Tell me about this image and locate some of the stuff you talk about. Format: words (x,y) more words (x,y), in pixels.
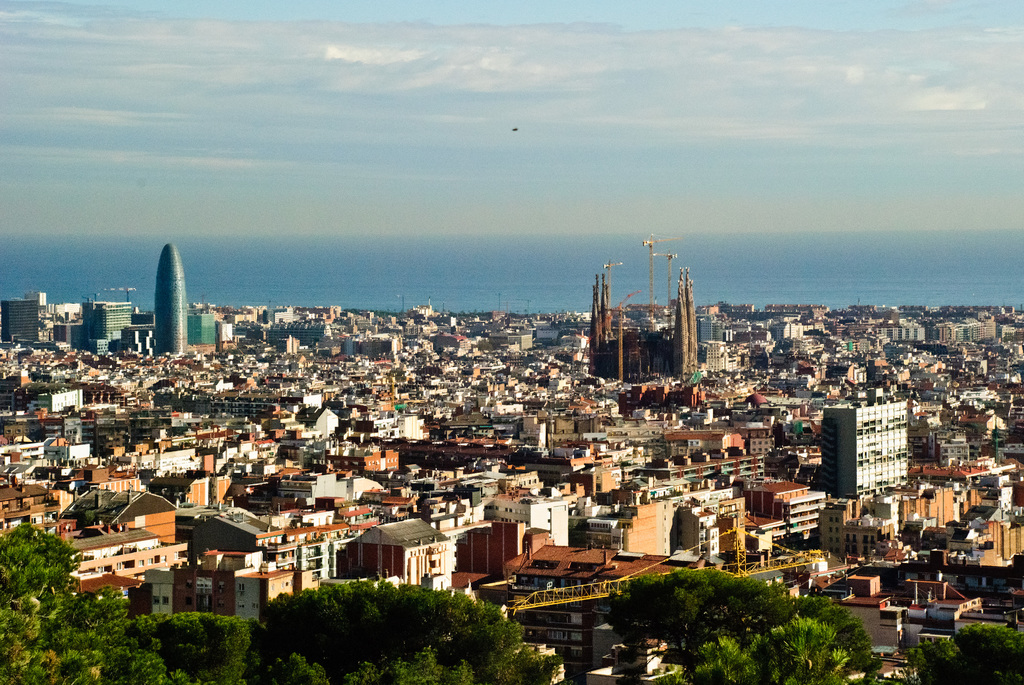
In this picture I can see buildings (465,336) and trees (449,633) and I can see a crane (630,573) and I can see a blue cloudy sky (752,90).
